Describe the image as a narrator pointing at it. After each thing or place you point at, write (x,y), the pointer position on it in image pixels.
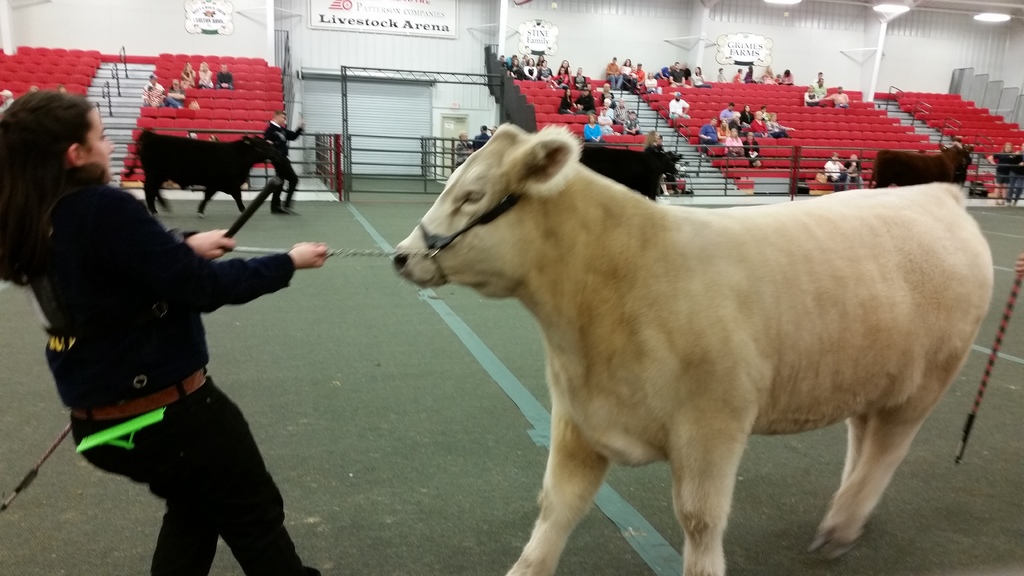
This picture is clicked inside in the auditorium (528,380). On the left (55,202) there is a person (120,250) standing on the ground (301,302) and pulling the rope (343,255) tied to an animal (619,220) standing on the ground (906,539). In the background (282,134) we can see another animal (210,152) and a person (287,161) and there are many number of red color chairs (242,107) and we can see the stairway (122,122) and group of people (191,77) sitting on the chairs (867,129) and we can see the lights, wall (655,21), metal rods (425,70) and a board (344,10) on which the text (360,9) is printed.
